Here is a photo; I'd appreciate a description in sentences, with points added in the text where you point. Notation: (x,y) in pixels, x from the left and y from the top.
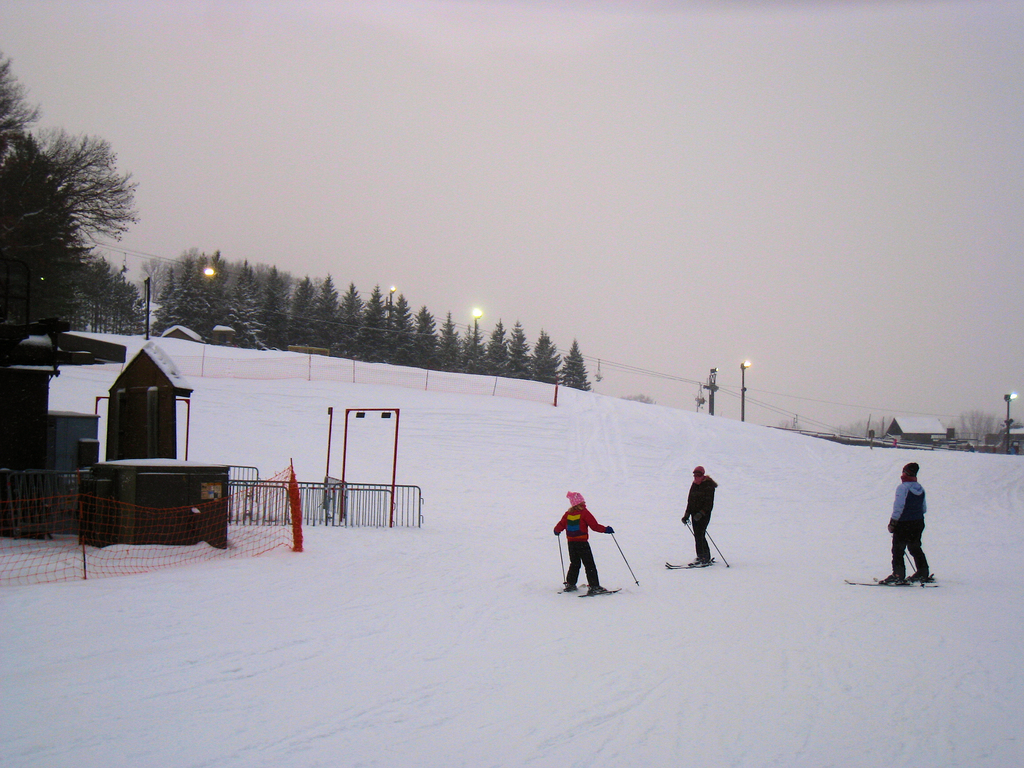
Here in this picture we can see a group of people (591,568) present on the ground (597,496), which is fully covered with snow (260,581) and all of them are having ski boards (594,592) under their legs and holding sticks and wearing jackets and caps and on the left side (176,430) we can see a house (127,424) present and in the front (234,495) we can see railing (336,485) present and in the far we can see plants (102,324) and trees (364,333) present and we can also see light posts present and we can also see other houses (174,334) present and we can see the sky (335,64) is cloudy.
